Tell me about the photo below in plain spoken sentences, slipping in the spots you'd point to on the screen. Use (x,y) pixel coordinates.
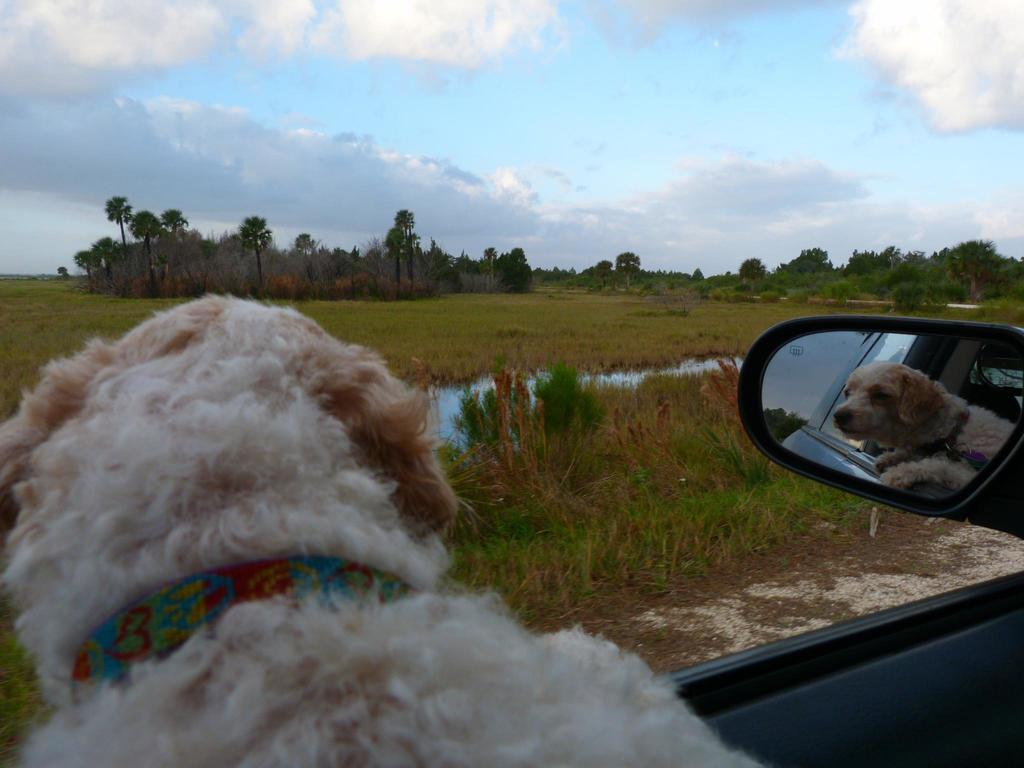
In this image we can see one dog (259,601) with belt (260,595) in the car (921,670), some fields (986,314), some trees (287,268), bushes (956,283), plants (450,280) and grass (769,305) on the surface (701,322). There are some objects (892,299) on the surface (877,551), water body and at the top (892,150) there is the cloudy sky (826,137).
